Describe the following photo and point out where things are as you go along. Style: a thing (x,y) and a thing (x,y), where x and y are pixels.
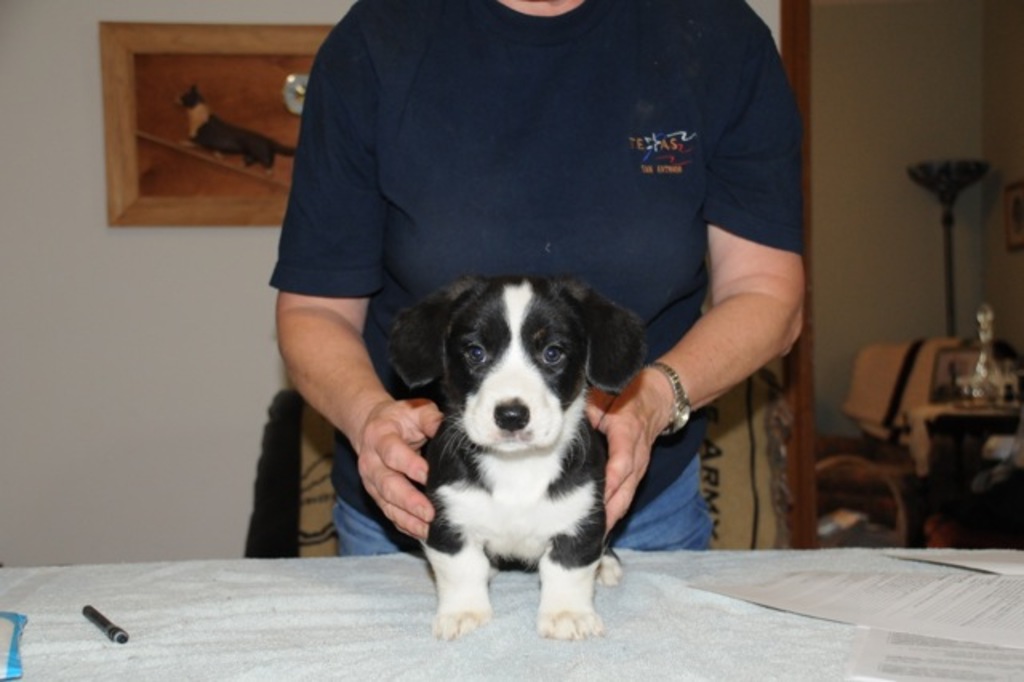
This is the picture of a room (826,443). In this image there is a person (644,504) standing and holding the dog (574,492). There is a dog (594,546) on the table (623,611) and there are papers (960,573) and there is a pen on the table (708,677). On the right side of the image (1007,475) there is a lamp (957,189) and there are objects (1001,489). At the back (113,131) there is a frame (176,213) on the wall (218,312) and there is a chair (268,499).
